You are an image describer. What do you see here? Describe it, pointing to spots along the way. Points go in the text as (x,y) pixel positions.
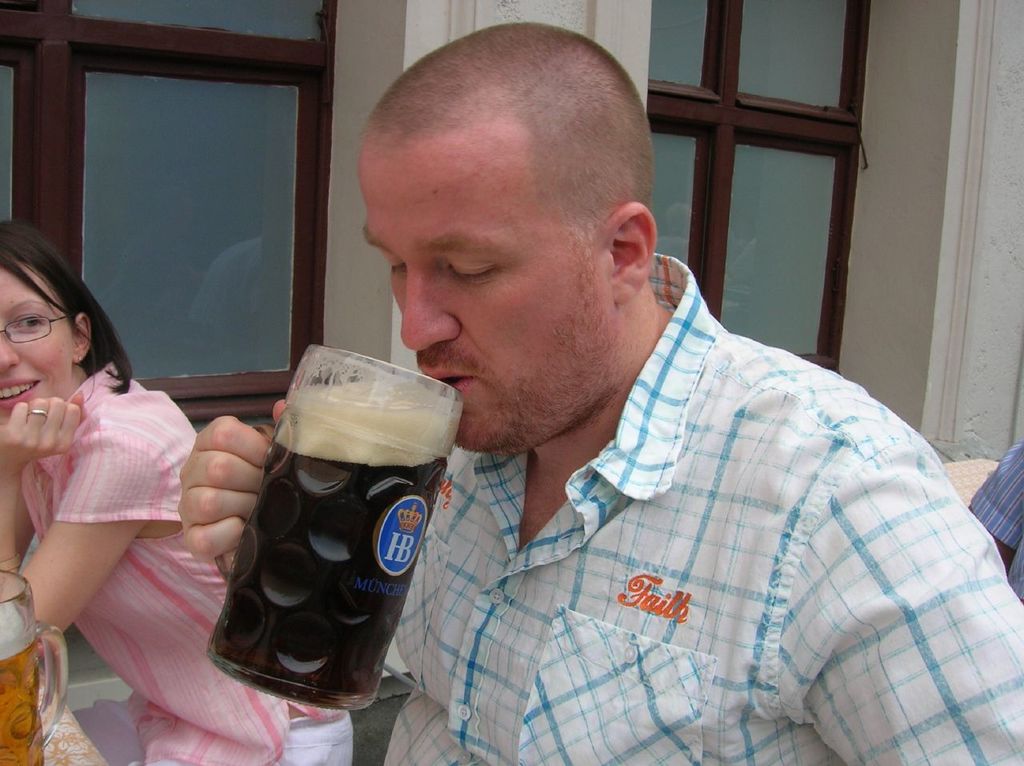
In the center (566,454) we can see one man (646,519) he is drinking cool drink (364,555) and beside him there is a lady (92,538) she is smiling.
